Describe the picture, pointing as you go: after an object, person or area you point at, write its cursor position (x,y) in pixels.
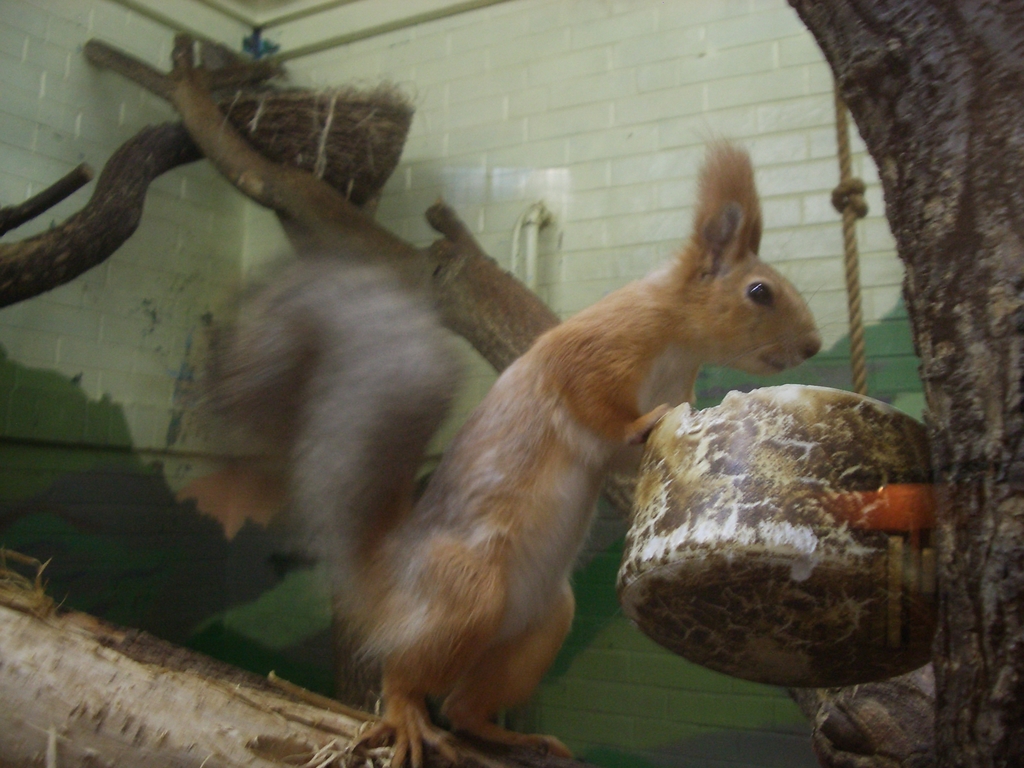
In this image I can see a tree trunk (1012,614), few branches (895,714) and on the one branch (357,732) I can see a brown colour squirrel (511,404). On the both sides of the image I can see two containers (689,440) and on the right side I can see a rope (841,143). I can also see this image is little bit blurry.
